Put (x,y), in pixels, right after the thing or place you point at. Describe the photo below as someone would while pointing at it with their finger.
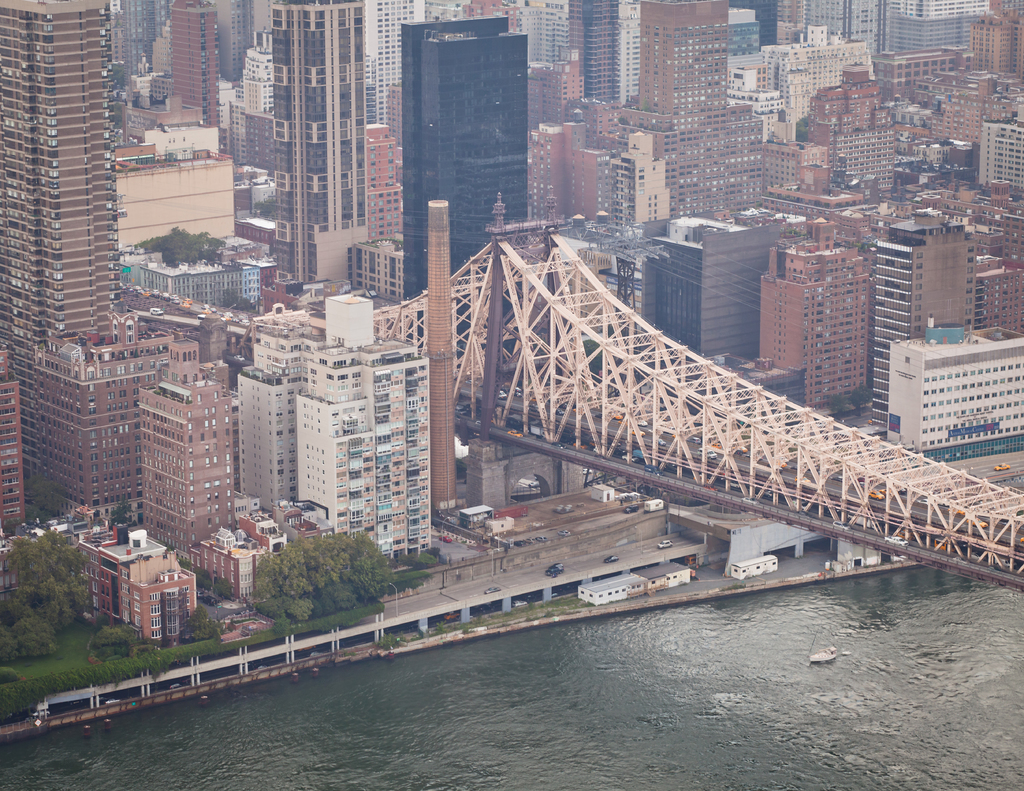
In this image, we can see a bridge (708,437) and there are some buildings (379,301), there are some green color trees (53,623), we can see water (799,708).
